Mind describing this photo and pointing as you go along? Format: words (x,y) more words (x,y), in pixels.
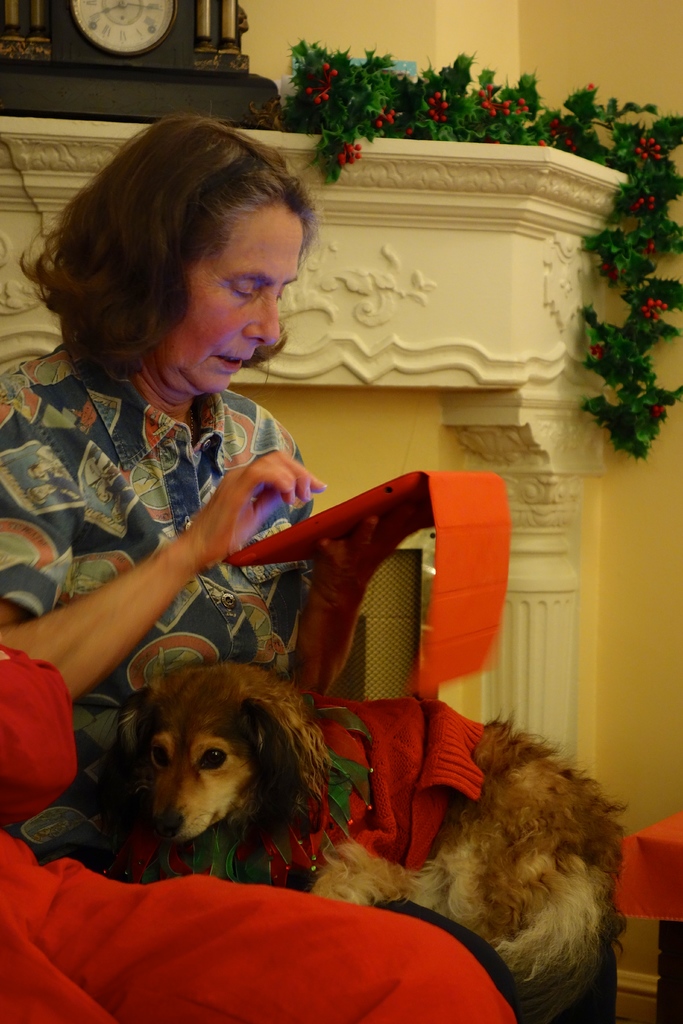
In this image a lady (118,601) is sitting on her lap (309,884) a dog (312,832) is there. She is holding a tablet (377,493). Behind her there is a clock (186,53) and plant (533,83).
